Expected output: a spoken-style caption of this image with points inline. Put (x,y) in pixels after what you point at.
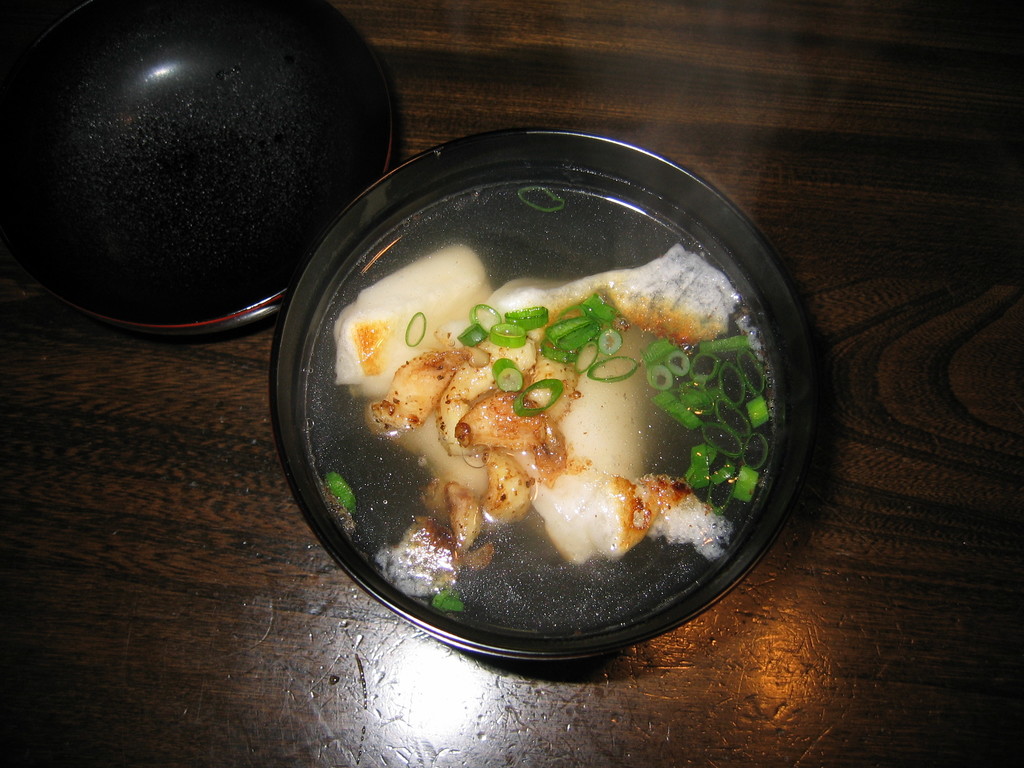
In this image we can see the preparation of food (504,397) in the bowl (603,399). We can also see an empty vessel (235,85) which is placed on the wooden surface (256,654).
